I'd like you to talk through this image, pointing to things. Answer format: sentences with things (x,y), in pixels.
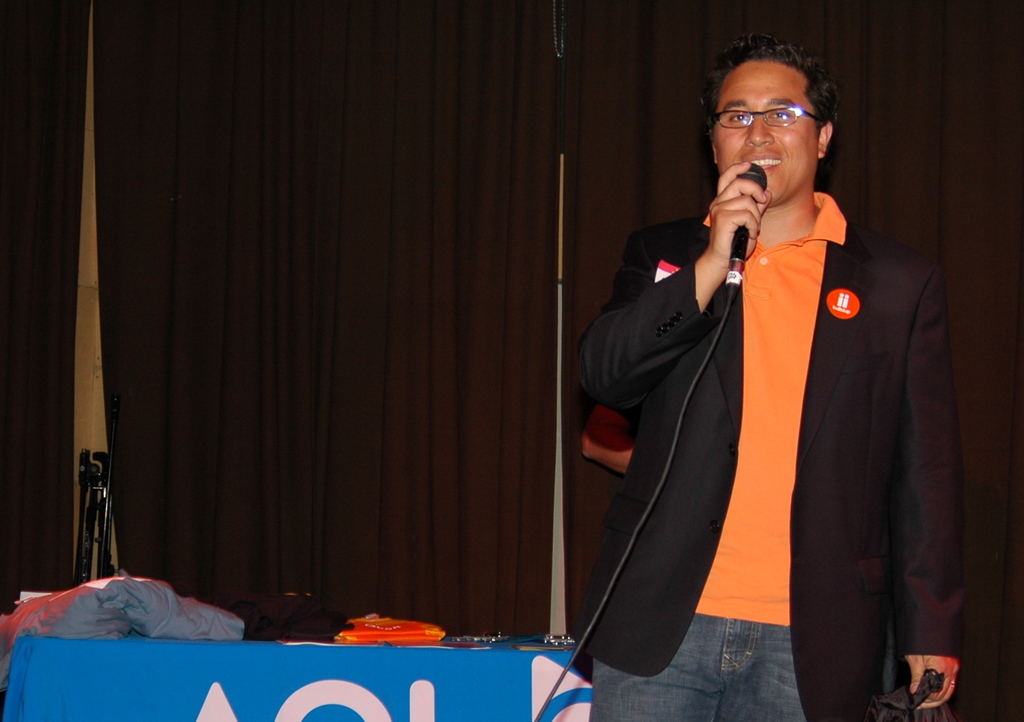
This image consists of a man (725,412) wearing black suit (692,433) is talking in a mic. To the left (215,661), there is a table (259,661) on which there is a blue color cloth (182,657). In the background (414,180), there are curtains (553,246) in brown color.
